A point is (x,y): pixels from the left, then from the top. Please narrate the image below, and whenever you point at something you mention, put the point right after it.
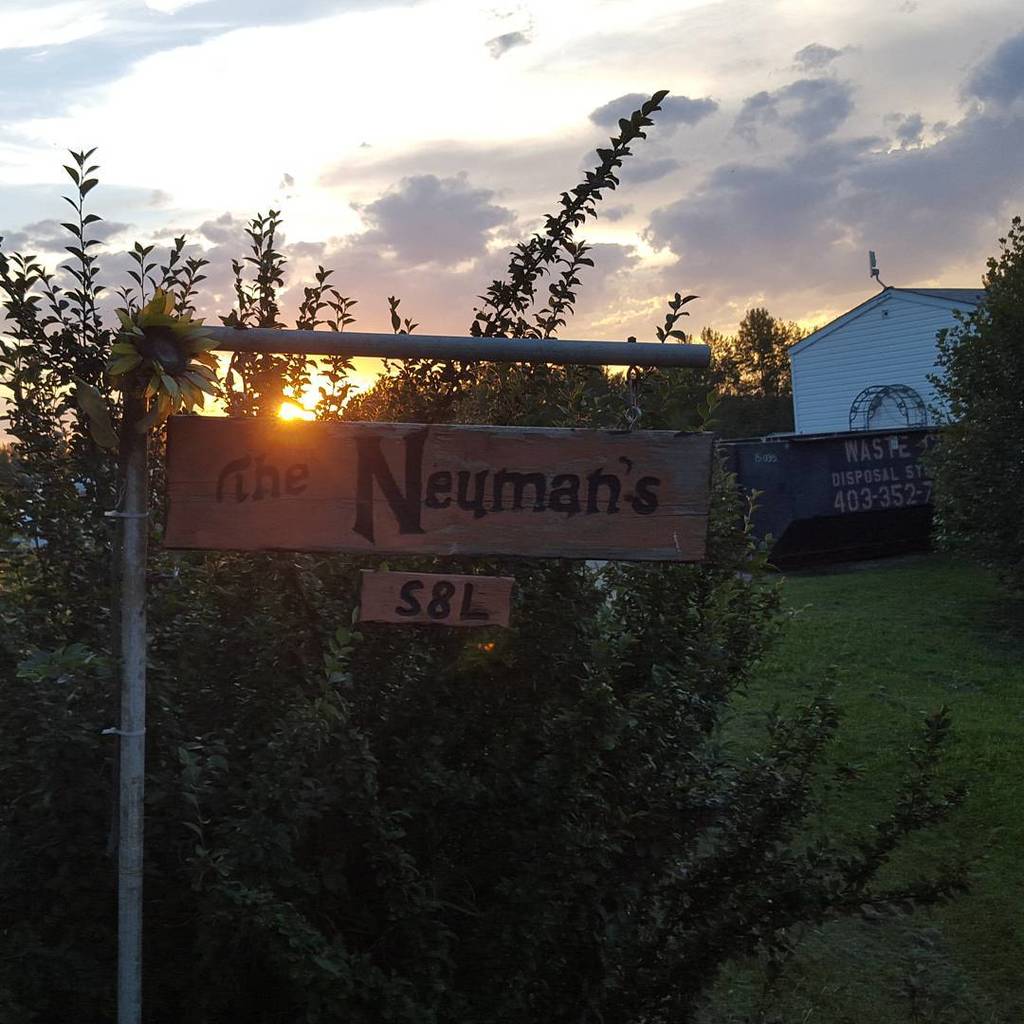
In this picture I can see the signboard (481,545) which is hanging from the pole (366,347). Beside that I can see the plants (633,879). On the right (877,478) I can see the shed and dumpster (865,483). In the background (999,510) I can see many trees (1002,458). At the top (467,79) I can see the sky (461,95), sun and clouds (622,21). In the right (974,804) I can see the green grass (886,680).
